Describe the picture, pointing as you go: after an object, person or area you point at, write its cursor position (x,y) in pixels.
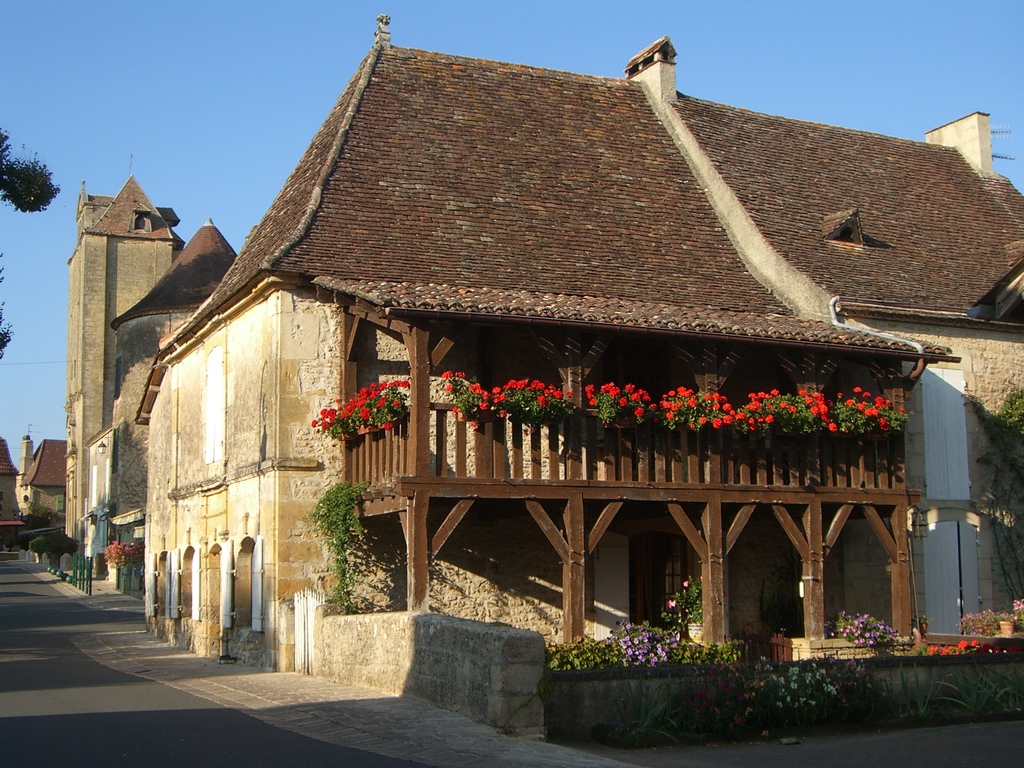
In front of the image there is a building (527,335) with a wooden balcony (520,429), on the wooden balcony (483,433) there are flowers (514,400), in the background of the image (118,464) there are other buildings (131,461), beside the buildings (147,496) there is a road (83,678) and there are flowers (636,643) and plants (800,681) in front of the image.
